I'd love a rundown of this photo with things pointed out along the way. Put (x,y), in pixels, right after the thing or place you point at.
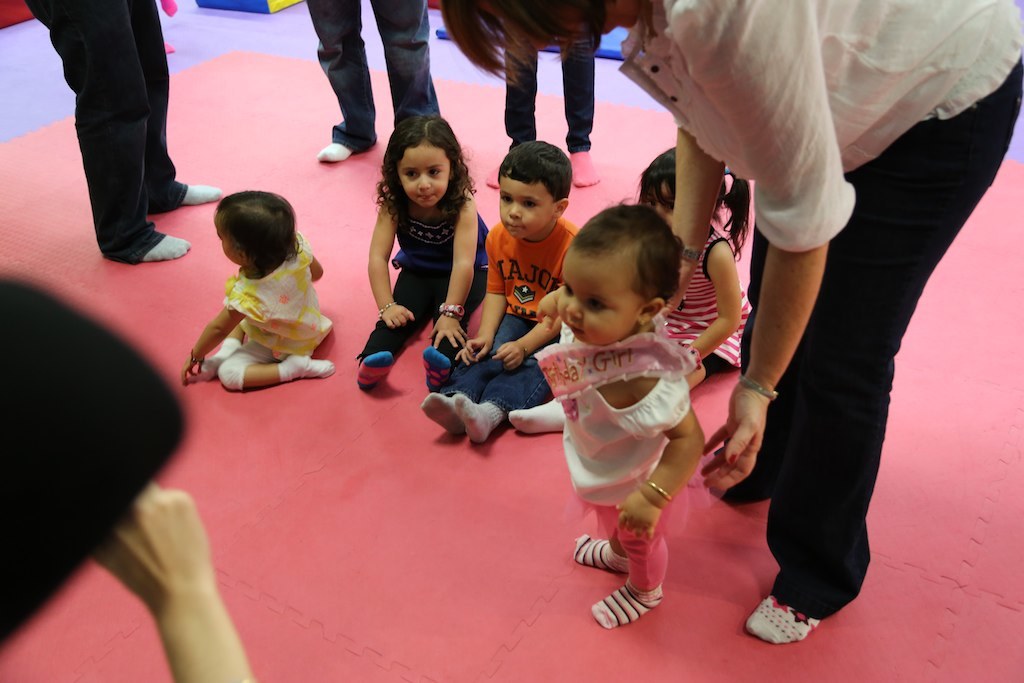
In this image, there are a few people (656,474). We can see the ground (274,558) with some objects (260,1). We can also see an object (130,389) on the left (89,535).
